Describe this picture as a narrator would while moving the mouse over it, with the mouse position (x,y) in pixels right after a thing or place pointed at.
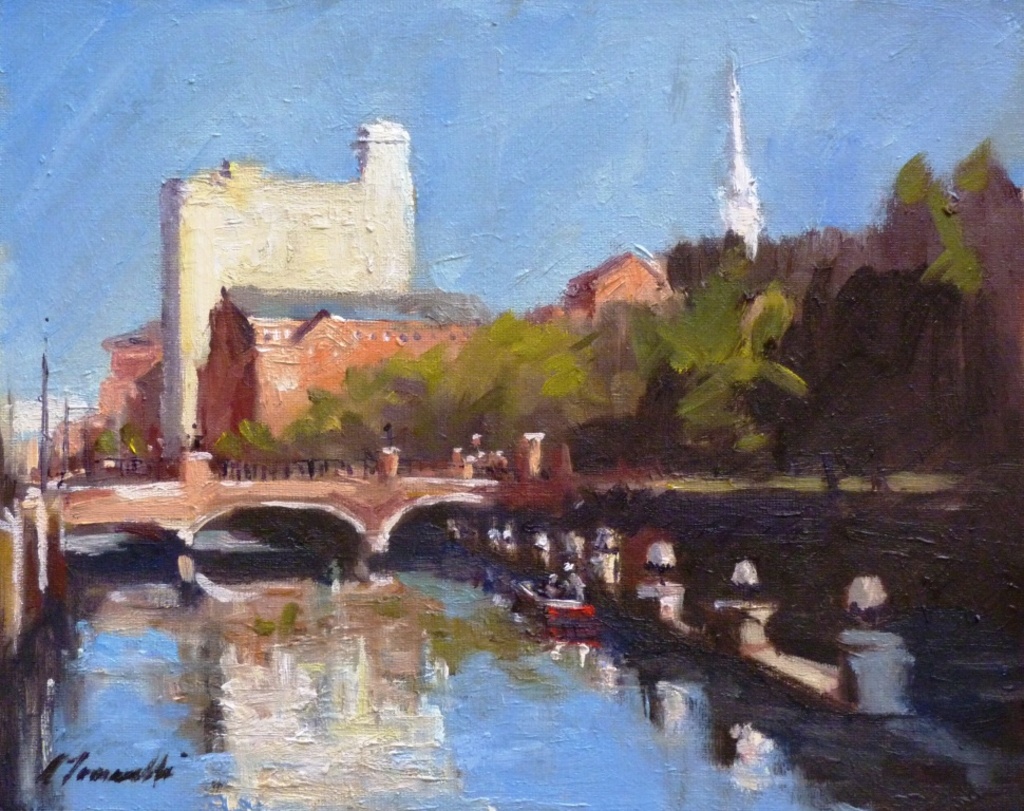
This is the painting were we can see lake (262,708), bridge (552,481), trees (558,429), buildings (403,340) and tower (749,194). One boat (558,601) is there on the surface of water (487,689).
